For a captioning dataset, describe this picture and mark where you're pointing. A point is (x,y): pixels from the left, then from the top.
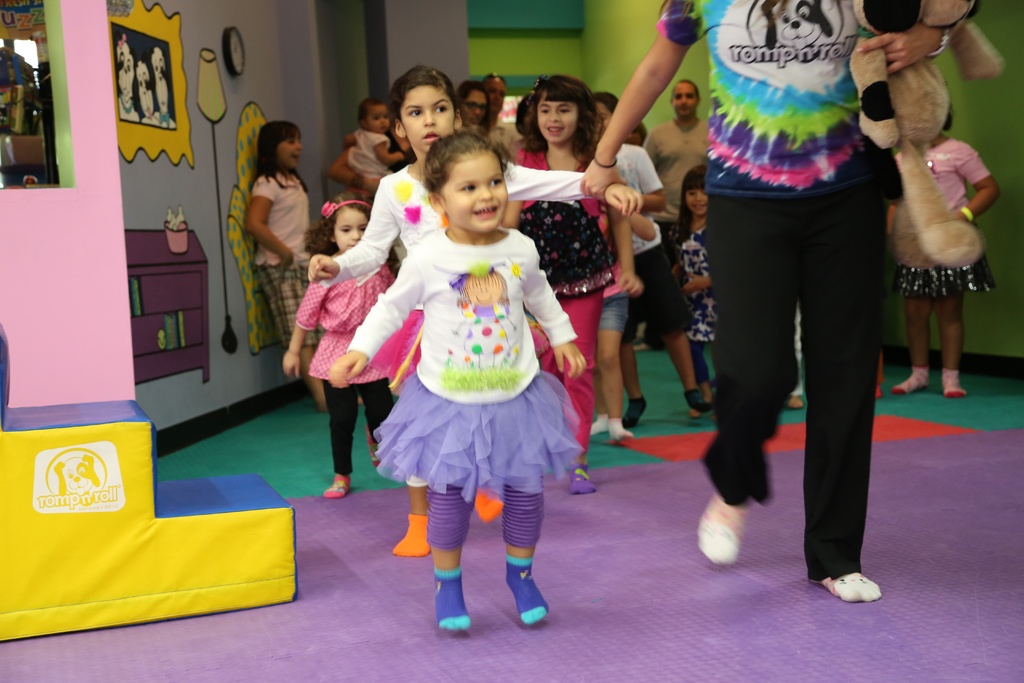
In this image I can see few persons (702,322). I can see few paintings (161,308) on the wall (180,246).
